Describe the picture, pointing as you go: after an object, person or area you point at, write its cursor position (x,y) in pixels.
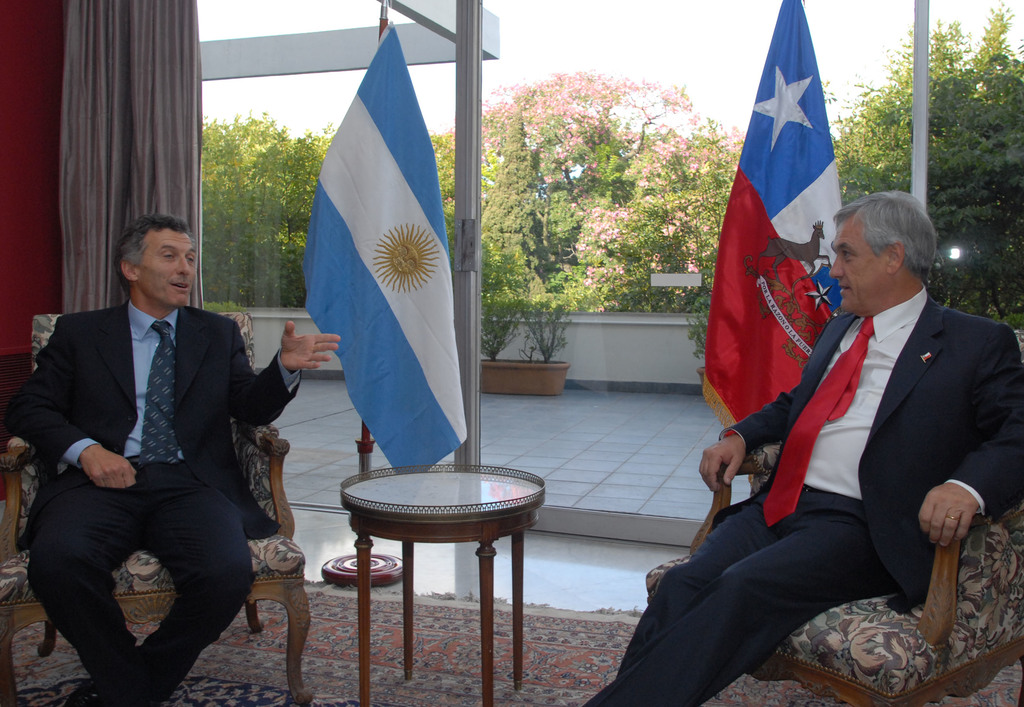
In this picture we can see two men (850,325) wore blazer (211,366), tie (807,413) sitting on chairs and talking to each other and in front of them there is table (476,480), flags (396,257) and in background (532,168) we can see trees (507,258), flower pot (538,371), sky (569,62), curtains (145,142).
